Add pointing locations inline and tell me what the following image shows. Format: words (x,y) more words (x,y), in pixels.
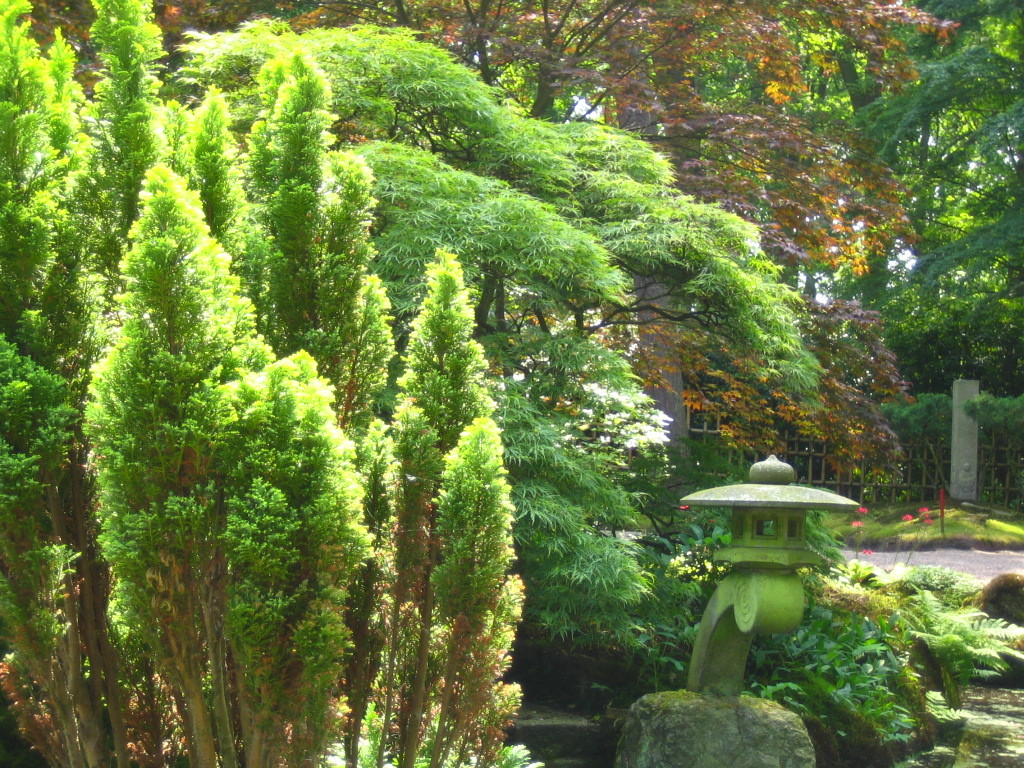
In this image we can see many trees (400,279). Also there is an object (733,603) made with concrete (762,616). In the back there is a railing (918,452). Also there is a road (893,557).
